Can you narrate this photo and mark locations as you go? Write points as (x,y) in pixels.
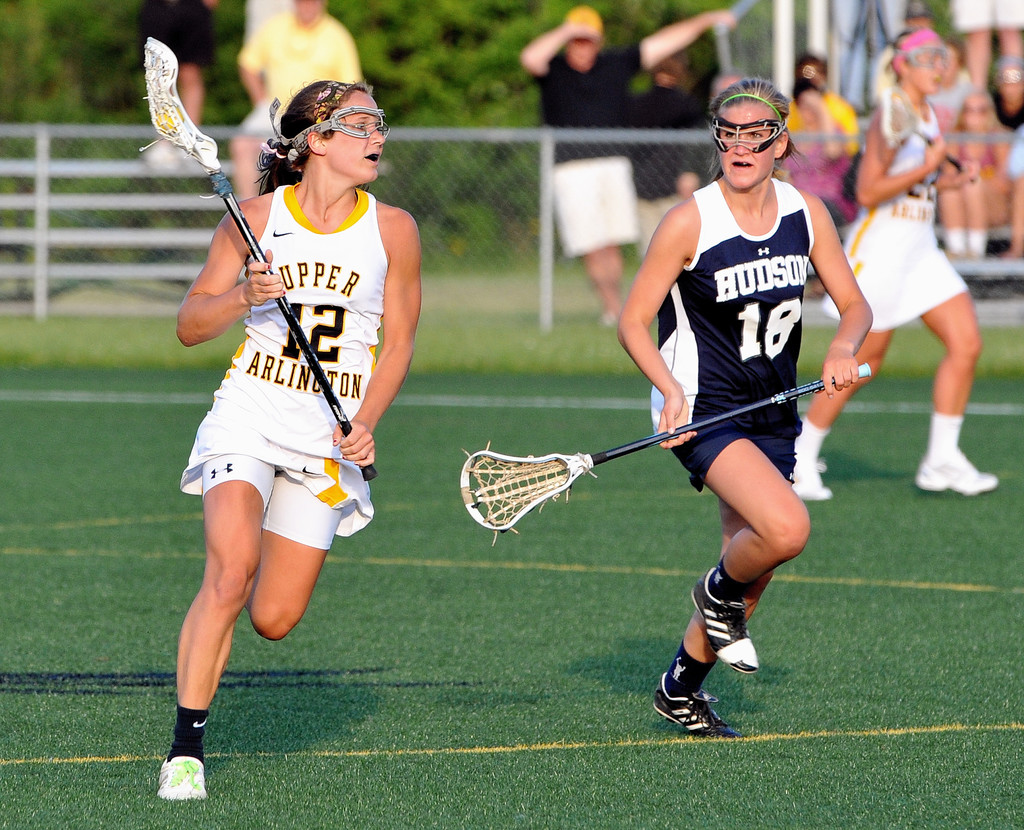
In this picture there are two women (284,564) running in the playground (366,752). Behind there is a fencing grill (425,148) and in the background (451,70) there are some trees (415,91).
